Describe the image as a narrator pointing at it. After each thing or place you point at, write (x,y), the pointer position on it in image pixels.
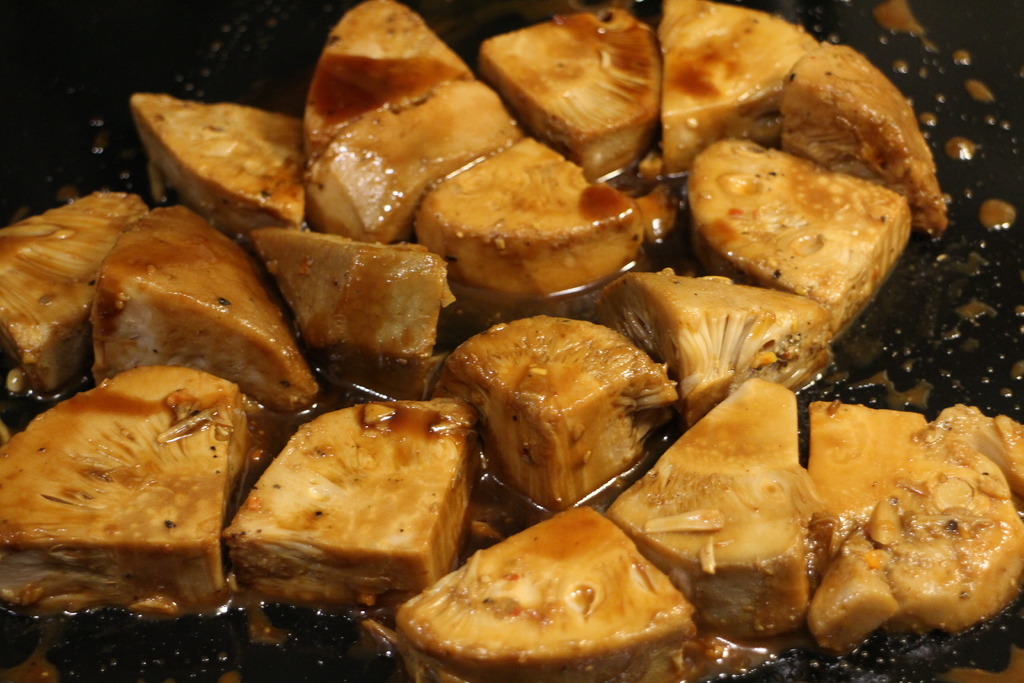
In this image I can see a food (653,305) is on the black surface (966,294).
